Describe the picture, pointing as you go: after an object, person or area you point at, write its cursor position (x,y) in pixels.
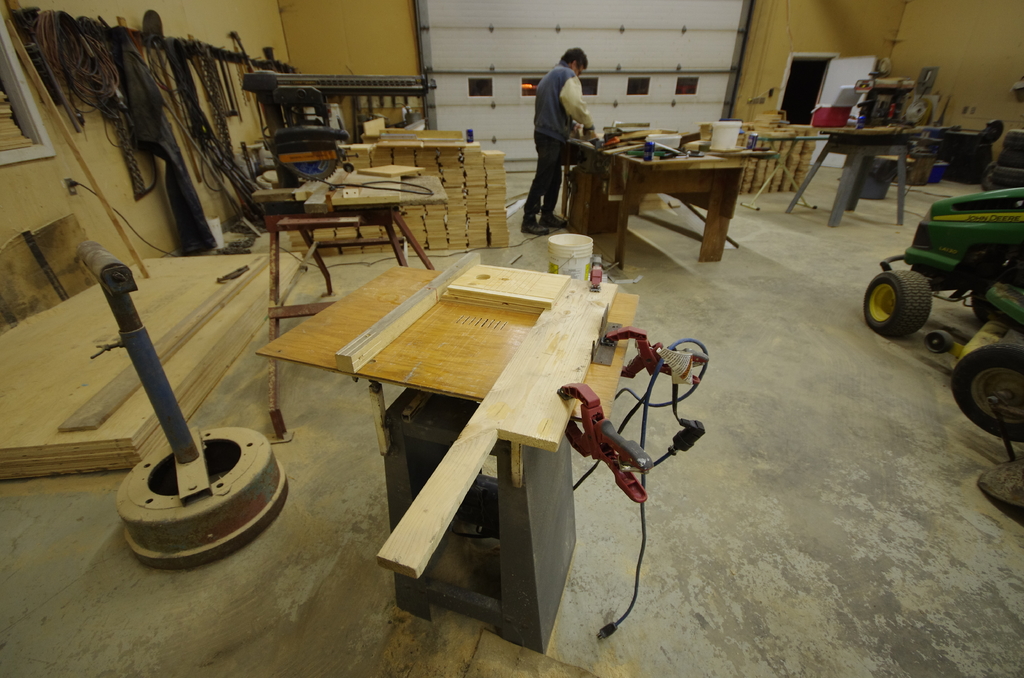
This is an image clicked inside the room (873,521). In this room (480,249) I can see some wood material (320,335). In the background (844,26) there is a wall (766,50). In the middle of the image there is a person (553,141) standing in front of the table (661,162). On the right of the image (930,286) there is a vehicle (936,281).
